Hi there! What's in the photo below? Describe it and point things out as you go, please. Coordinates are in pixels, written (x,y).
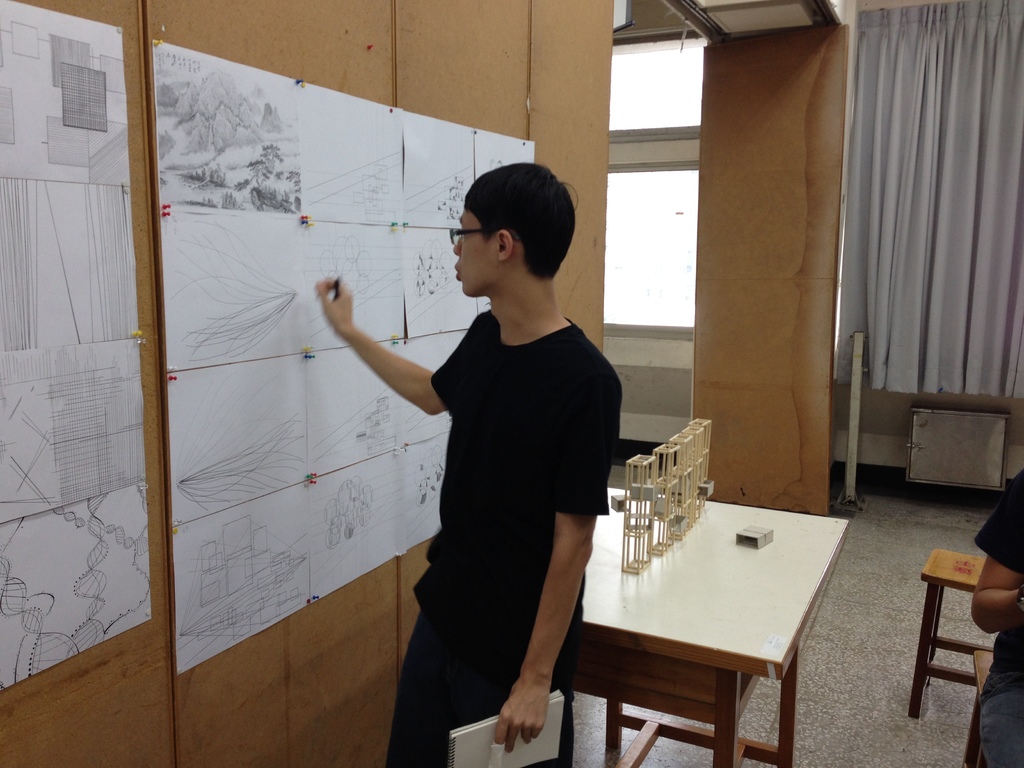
In this image there is a person (493,450) wearing black color T-shirt (542,549) holding book (453,733) on his left hand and pen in his right hand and at the left side of the image (271,160) there are paintings (266,266) attached to the wooden sheet (565,150) and at the middle of the image (665,511) there are wooden blocks (699,486) which are on the table (736,608) and at the background of the image (913,322) there is a white color curtain (949,212).
